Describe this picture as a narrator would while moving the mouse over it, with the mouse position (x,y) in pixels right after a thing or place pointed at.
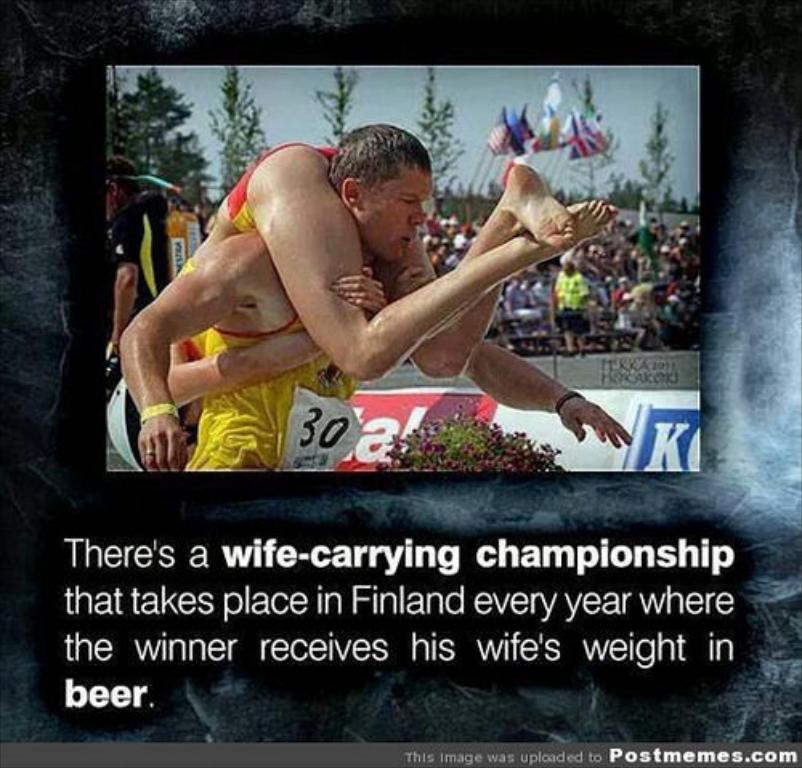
In this image I can see a picture (390,267) in which I can see a person (267,408) wearing yellow colored dress (283,407) and another person (317,235) on him. I can see few trees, few persons (625,282), few banners (407,428) and the sky (412,107). I can see something is written at the bottom of the image (249,583).
